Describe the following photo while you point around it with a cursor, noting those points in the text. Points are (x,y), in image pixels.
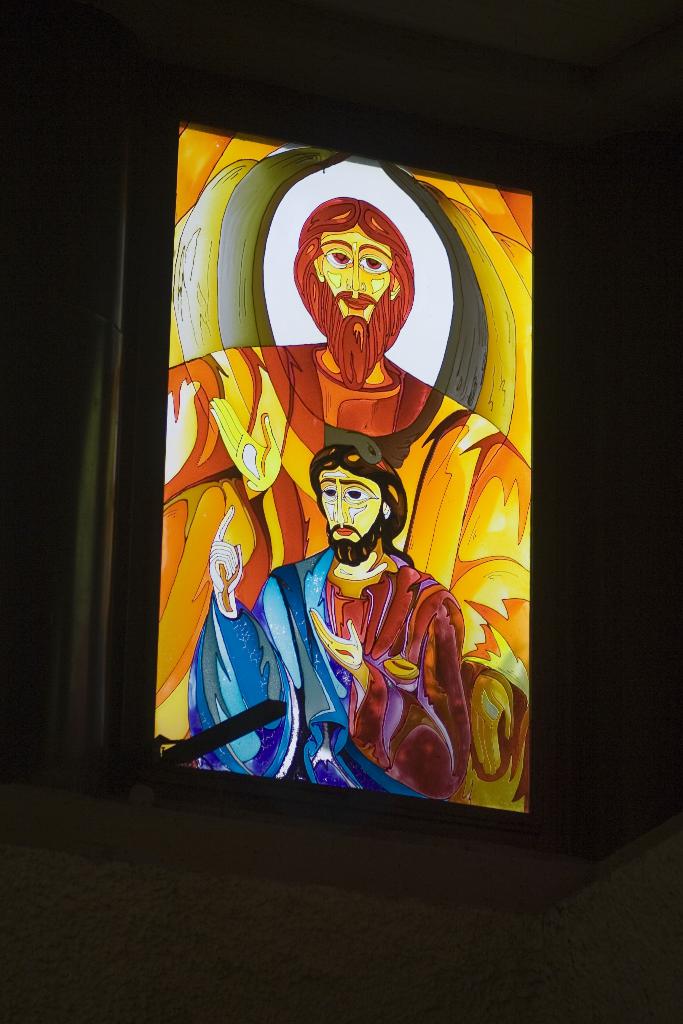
In this image I can see a photo frame (230,164) of two persons (374,515) which is brown, yellow, blue, white, black and maroon in color. I can see the black colored background (537,563).
